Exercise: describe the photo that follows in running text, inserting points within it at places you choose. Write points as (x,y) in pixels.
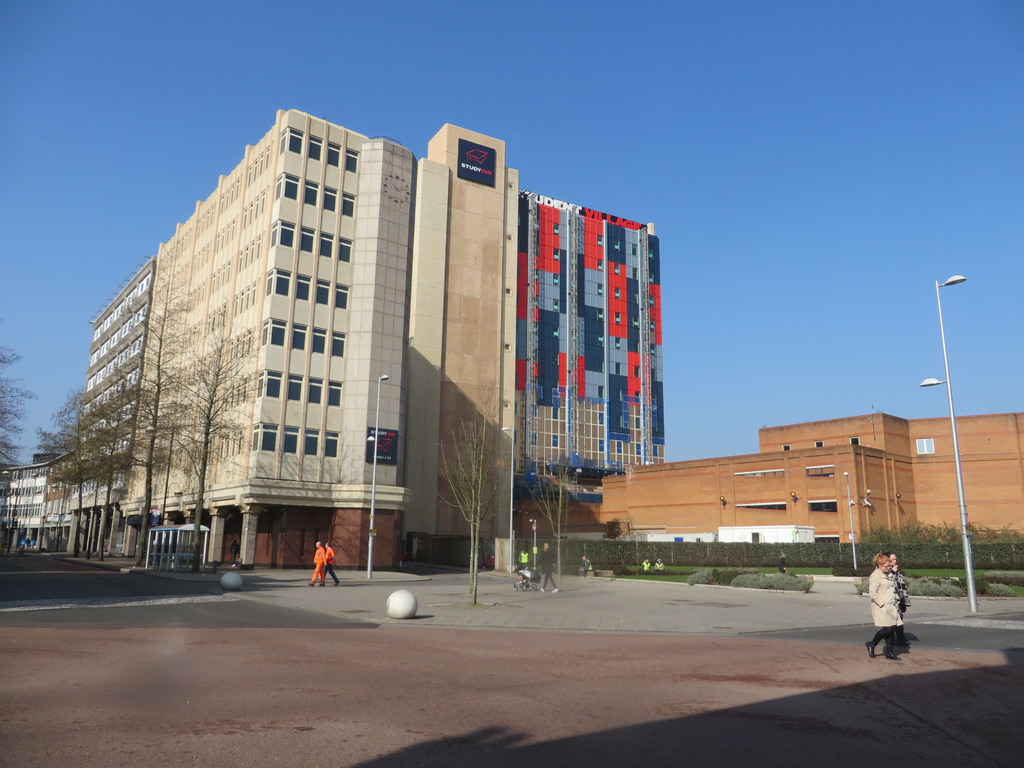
In the picture we can see a path space (415,631) and on it we can see two people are walking and far away from it we can see a building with seven floors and near the building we can see some poles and lights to it and some trees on the path (221,640) and beside the building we can see another building (694,510) which is light brown in color and around it we can see plants (874,544) and in the background (215,147) we can see a sky (986,168).
